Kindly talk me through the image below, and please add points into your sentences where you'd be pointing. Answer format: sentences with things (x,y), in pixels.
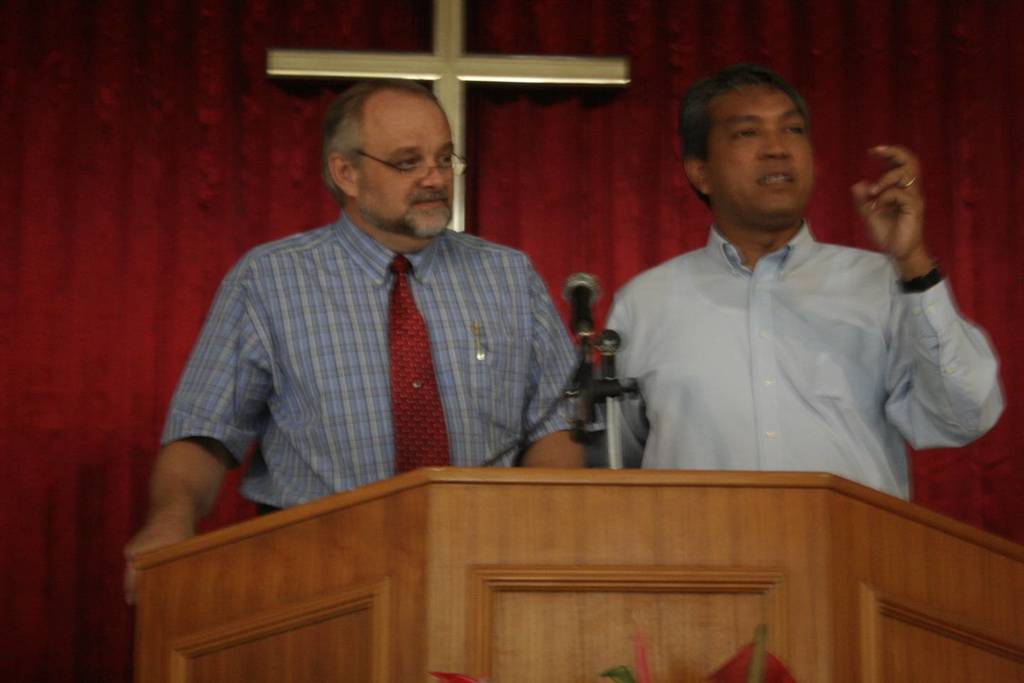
In this image we can see two men (638,308) are standing. One is wearing white color shirt (727,367) and the other one is wearing blue color shirt (346,380) with tie (415,313). In front of them podium (850,547) is there and mic (578,377) is present. Behind the plus mark (461,76) and red color curtain (125,292) is present.
